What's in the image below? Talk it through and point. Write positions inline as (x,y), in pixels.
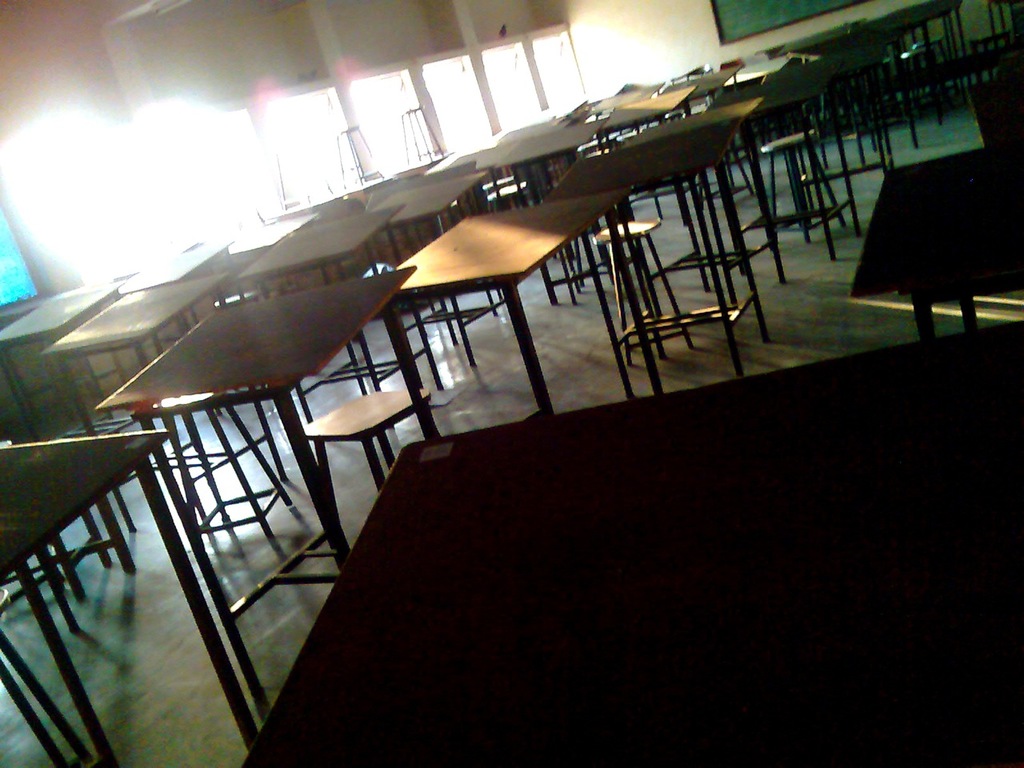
In this image I can see number of tables (454,242), number of stools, windows (514,86) and over there I can see a green colour board (735,28).
